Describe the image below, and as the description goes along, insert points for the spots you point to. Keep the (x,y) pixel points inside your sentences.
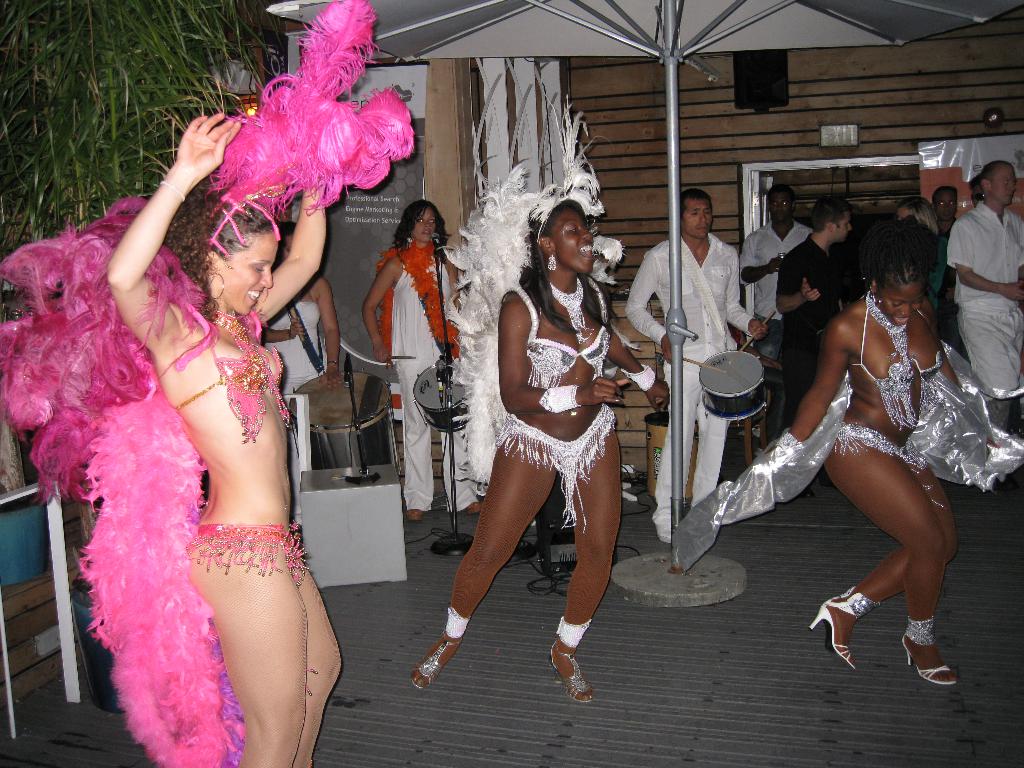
In the image there are group of people (398,318) standing and dancing under the umbrella (776,40). In background (751,83) we can see speaker (738,87) which are in black color, door (775,171) which is opened, hoardings (933,171), trees (123,73) and a microphone (437,248).
